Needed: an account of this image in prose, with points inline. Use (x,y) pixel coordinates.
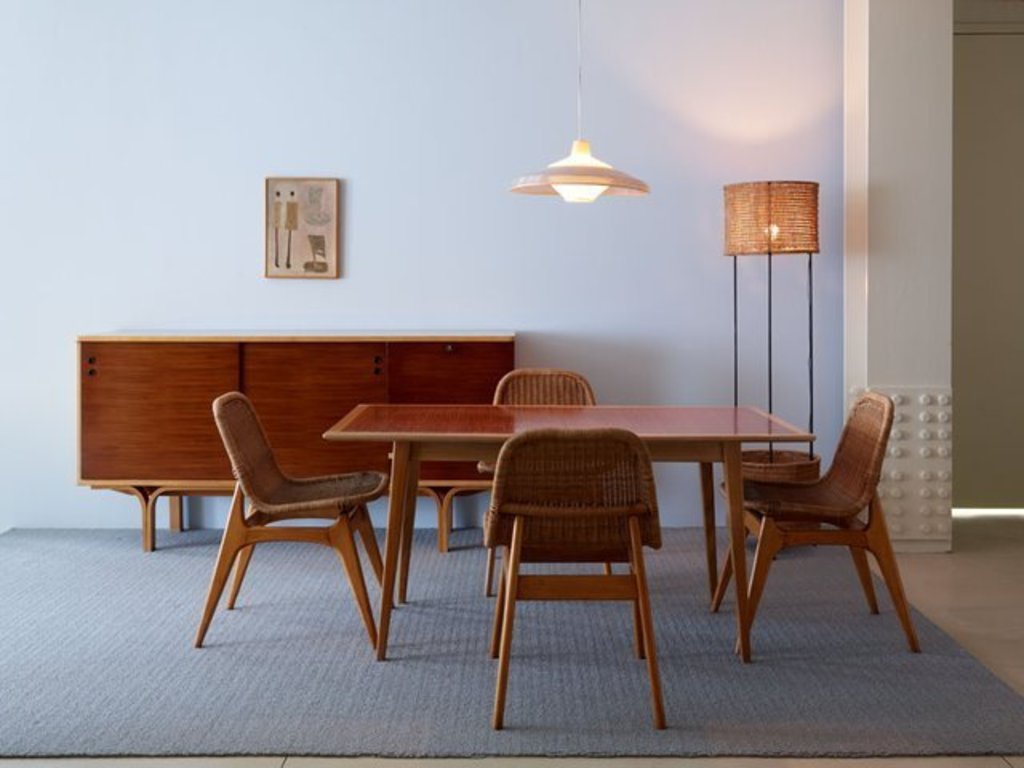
This picture is clicked inside the room (418,549). Here, we see four chairs (569,486) are placed around the brown table (398,478). Behind that, we see a cupboard (313,374) and a lamp (733,221). Behind that, we see a light blue wall (423,188) on which photo frame (277,210) is placed. At the top of the picture (636,190), we see a light (630,176). At the bottom of the picture (280,652), we see a grey color carpet (228,684). On the right side (954,285), we see a door (1004,403).
